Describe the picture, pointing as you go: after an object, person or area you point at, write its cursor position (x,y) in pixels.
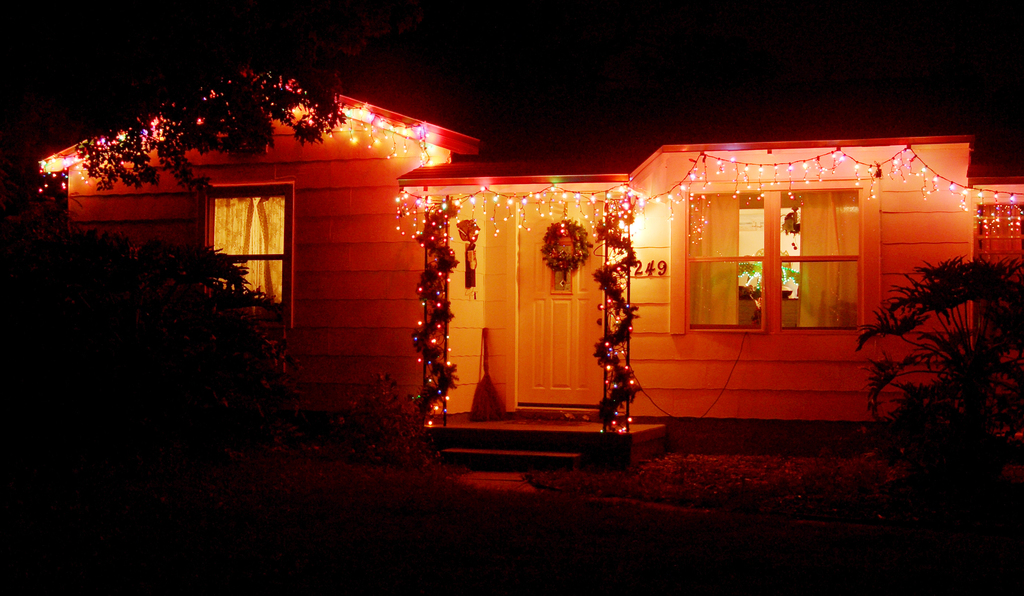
In this picture we can see a house (395,250) with windows (832,295) and a door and the house (484,275) is decorated with colorful lights (694,177). In front of the house (283,249) there are trees (1021,430) and behind the house (404,238) there is a dark background (610,1).
